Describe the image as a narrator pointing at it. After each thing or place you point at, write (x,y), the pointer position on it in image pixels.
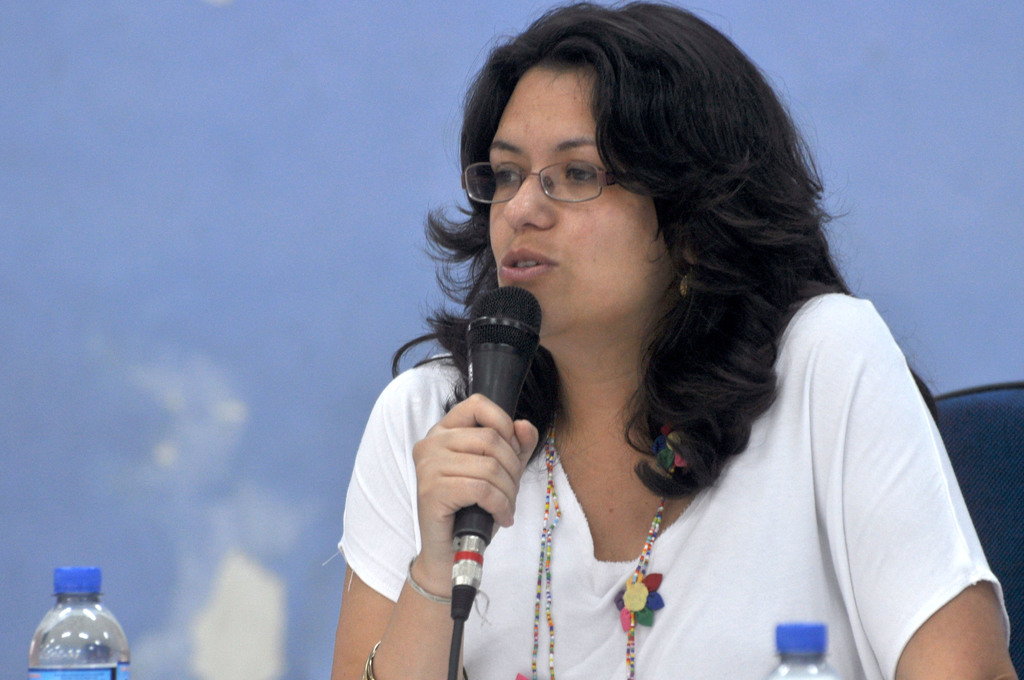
Here we can see a woman (756,187) who is talking on the mike (526,356). she has spectacles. And there are bottles (802,673).
